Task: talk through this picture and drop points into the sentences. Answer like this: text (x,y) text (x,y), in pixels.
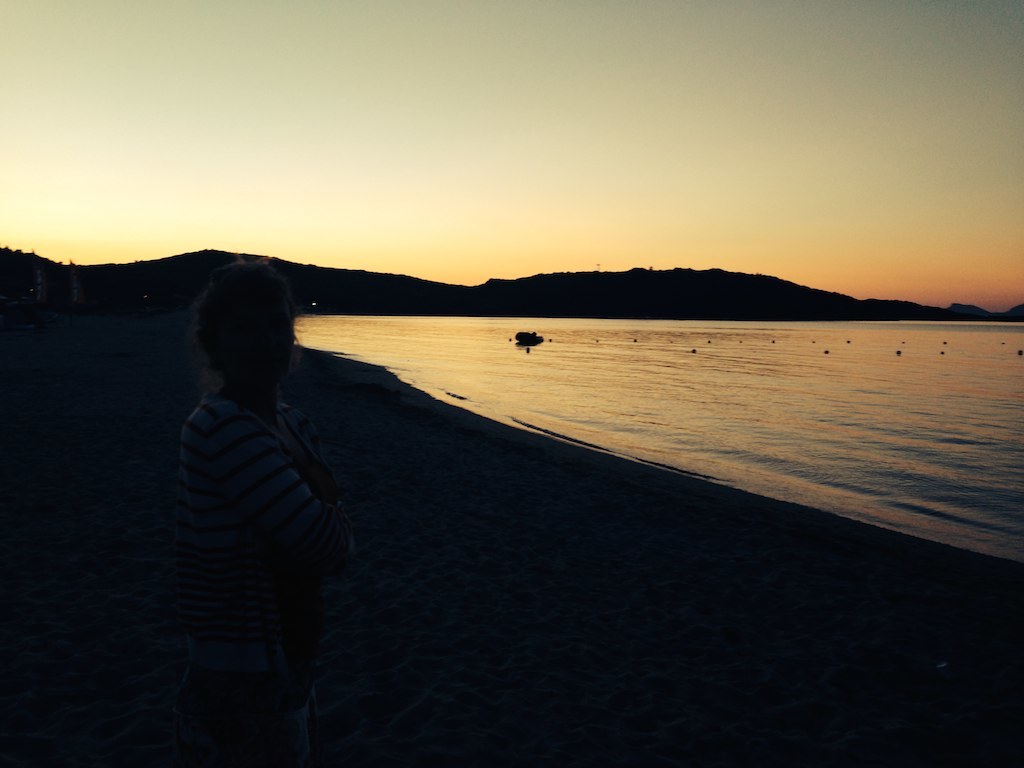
In the foreground of the image (291,478) there is a lady (285,466) standing. In the background of the image (207,266) there are mountains (339,282). To the right side of the image (878,349) there is ocean (697,350). At the bottom of the image (672,685) there is sand (703,715). At the top of the image (475,102) there is sky (322,144).
